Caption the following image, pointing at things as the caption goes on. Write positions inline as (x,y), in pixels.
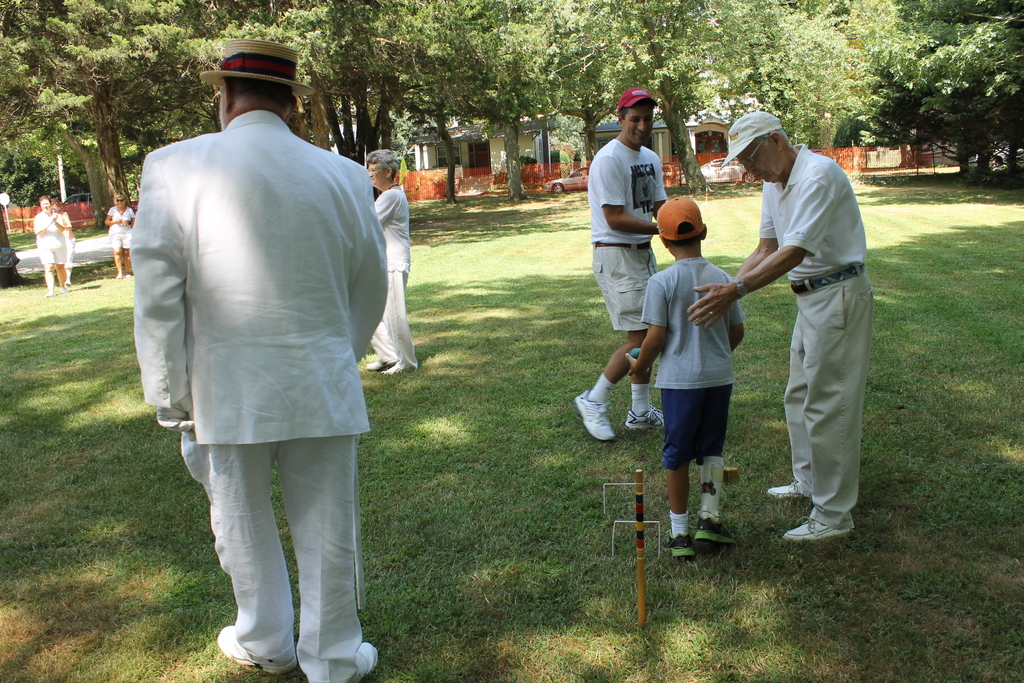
In this image I can see the group of people (340,360) standing on the grass (444,429). These people (372,291) are wearing the white color dresses (214,244) and these people (343,212) are wearing the hats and the caps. In the background (475,137) there are many trees (442,131) and the houses (437,161).
